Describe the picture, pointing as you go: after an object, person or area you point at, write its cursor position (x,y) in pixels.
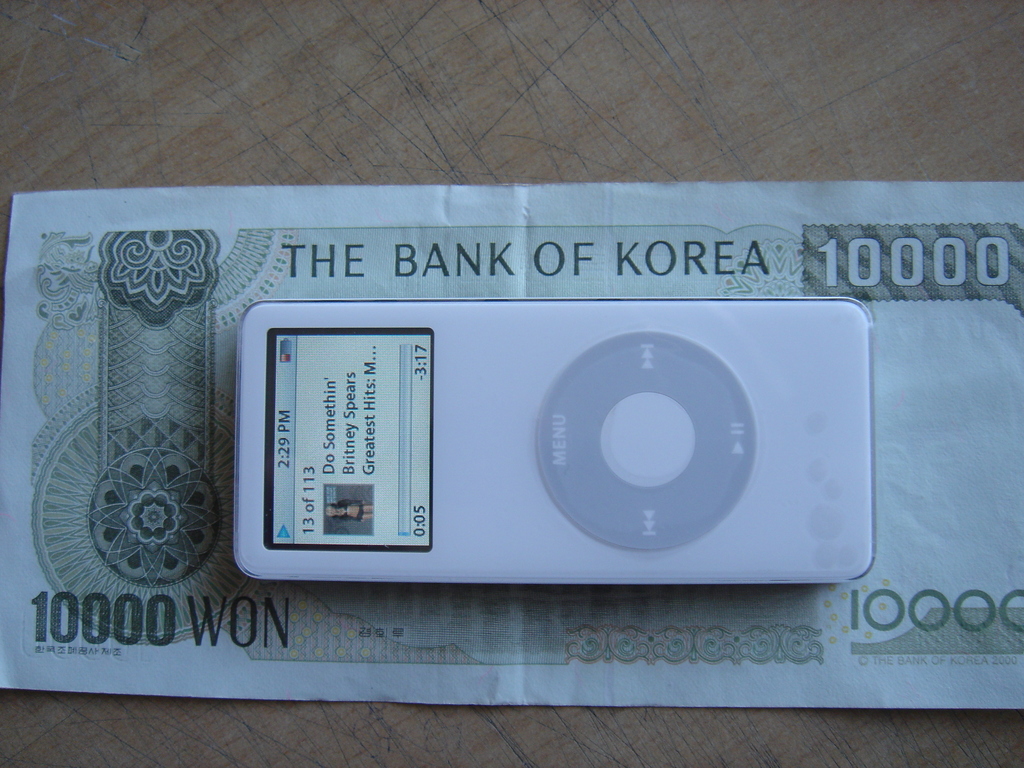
On a wooden platform (855,76) we can see the currency note (499,636) and a gadget (555,505).
